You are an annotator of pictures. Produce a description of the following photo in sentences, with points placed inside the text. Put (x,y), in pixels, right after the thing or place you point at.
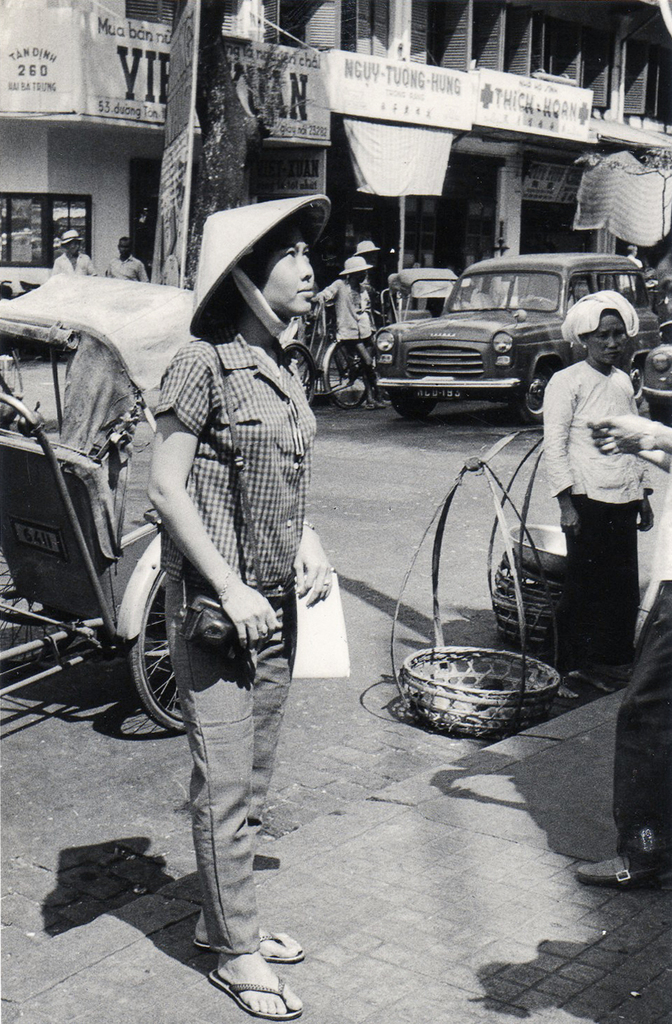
In this image I can see group of people (648,773) standing, I can also see few vehicles (158,292) on the road (531,511), buildings (471,149) and few banners (409,110) attached to the building (336,155) and the image is in black and white.
